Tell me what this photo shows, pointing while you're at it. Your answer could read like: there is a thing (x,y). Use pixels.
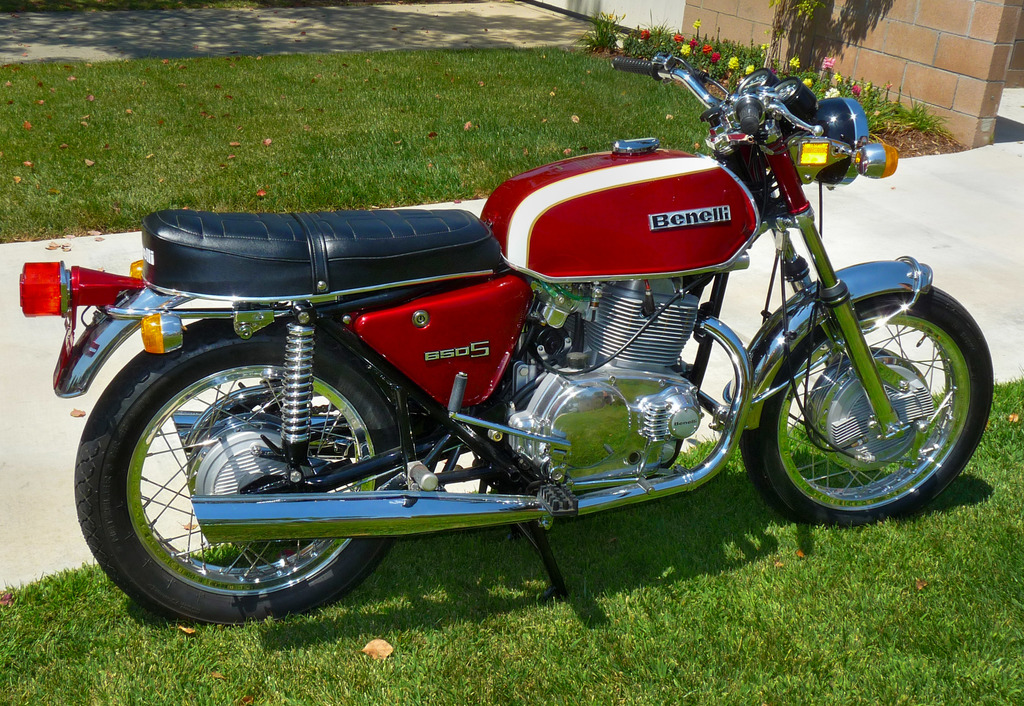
In this image, we can see a motor bike (615,500) is parked on the grass (545,682). Behind the bike (122,395), there is a walkway (955,293). Top of the image (701,61), we can see flowers (714,60), plants (836,75), wall (858,73) and grass (569,130).
